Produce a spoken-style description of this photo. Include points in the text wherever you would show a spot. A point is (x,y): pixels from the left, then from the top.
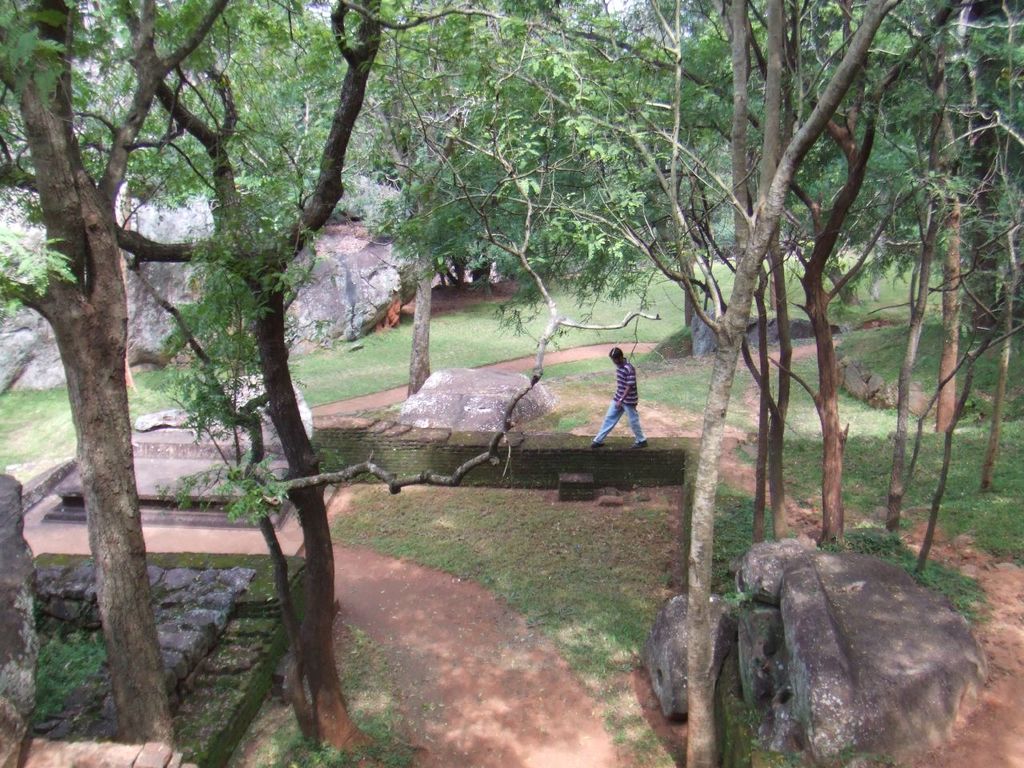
In this image we can see a person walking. We can also see some trees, bark (291,427) of the trees (276,564), grass (538,603), rock (720,629), stones (197,626) and the sky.
